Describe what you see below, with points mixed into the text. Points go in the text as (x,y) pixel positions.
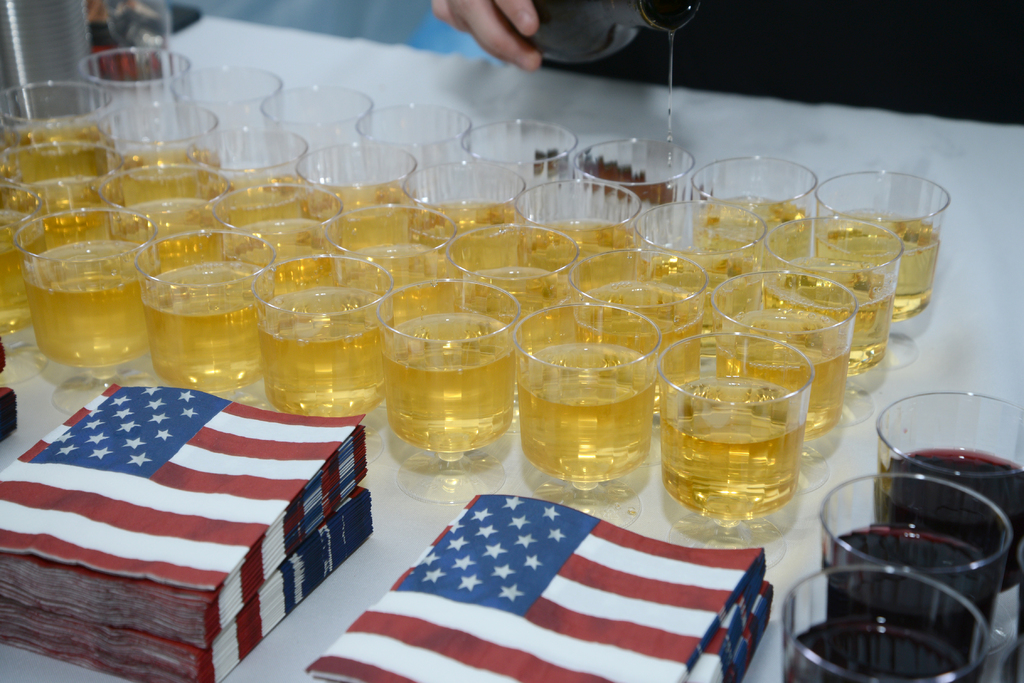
In this image we can see beverages (618,287) in a tumblers (586,334) and tissues (271,566) placed on the table (649,465). At the top of the image (489,43) there is a human hand (489,28) and bottle (584,35).
